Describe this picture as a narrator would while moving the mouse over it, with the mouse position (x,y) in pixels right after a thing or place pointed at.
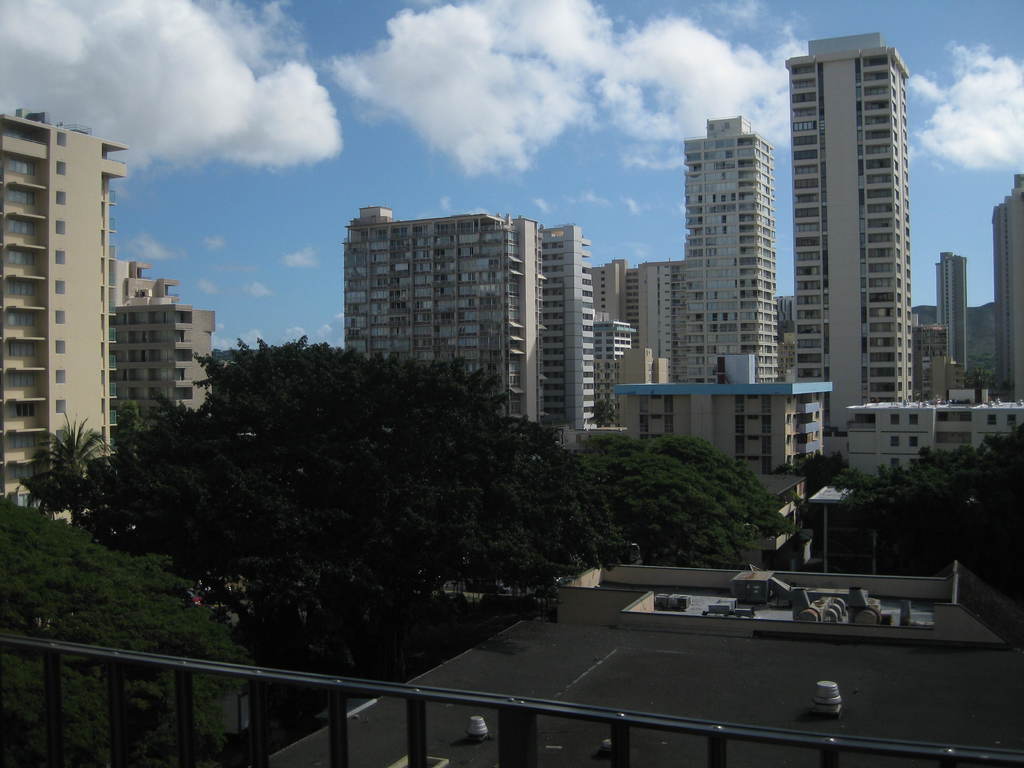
In the image we can see there are many buildings (607,279) and windows (469,326) of the buildings (747,316). This is a fence (341,717), trees (259,523) and a cloudy sky (377,100). These are the objects (873,611).
